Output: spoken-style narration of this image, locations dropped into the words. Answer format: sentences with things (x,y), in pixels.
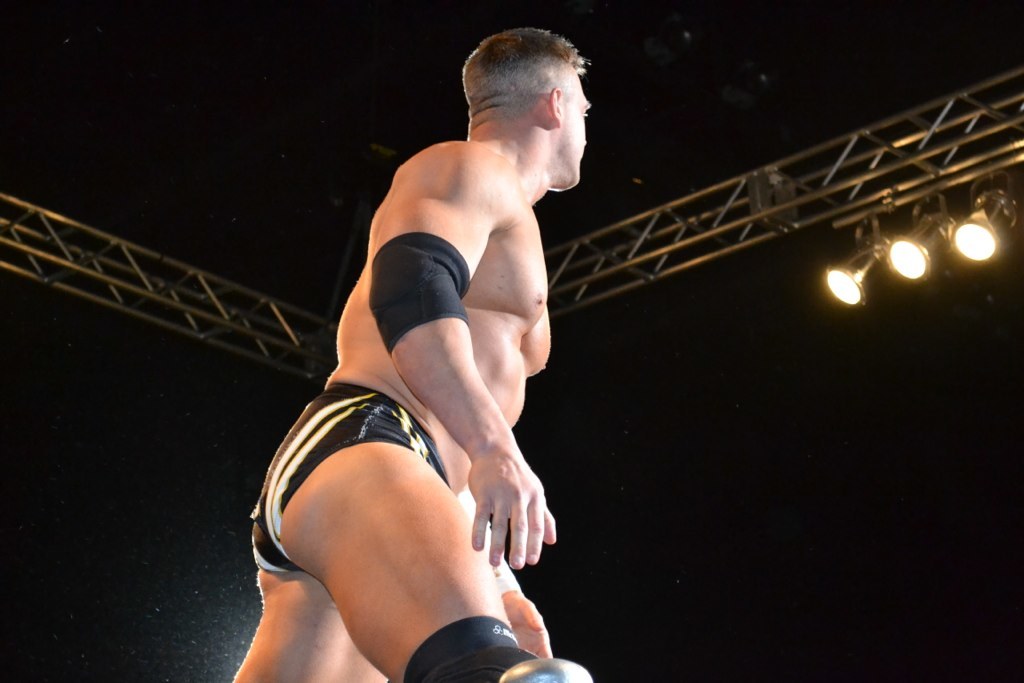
In the foreground of this image (435,341), there is a man (420,385) and looks like he is standing and in the background (728,252), there are pillar rods (153,295) with lights (901,271).
